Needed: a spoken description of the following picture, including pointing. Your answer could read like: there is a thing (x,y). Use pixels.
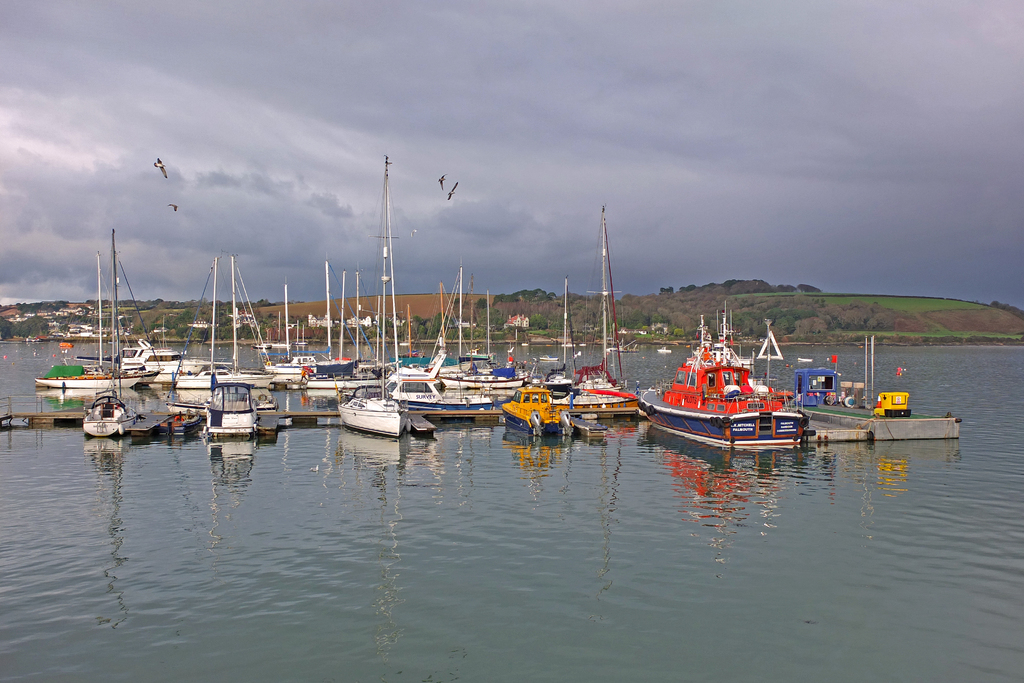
In this image we can see the boats (476,402) on the surface of the water (557,496). In the background (184,220) we can see the trees (246,327) and also the cloudy sky (515,186).
